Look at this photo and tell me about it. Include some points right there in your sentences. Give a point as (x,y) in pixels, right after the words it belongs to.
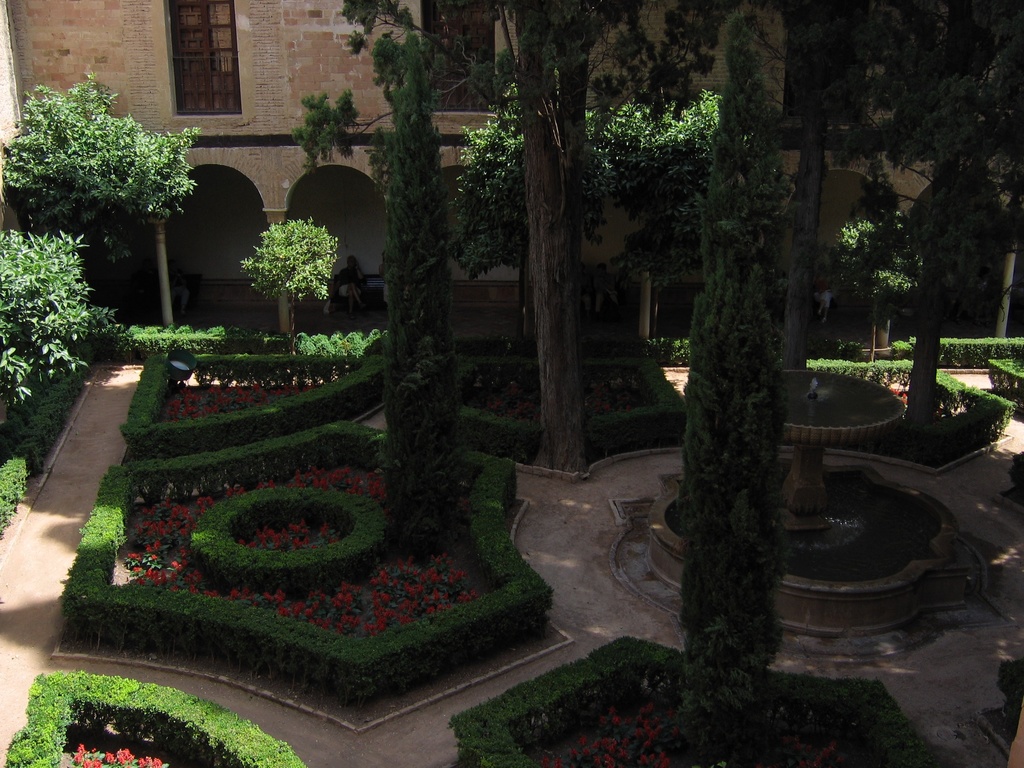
In this picture we can see trees (857,250), plants (857,250), bushes (330,570) and flowers (148,540), on the right side (859,491) there is a water fountain (866,493), in the background (365,154) we can see a building (330,83), there is a person (353,280) sitting on a bench (365,280) in the middle (349,298).
